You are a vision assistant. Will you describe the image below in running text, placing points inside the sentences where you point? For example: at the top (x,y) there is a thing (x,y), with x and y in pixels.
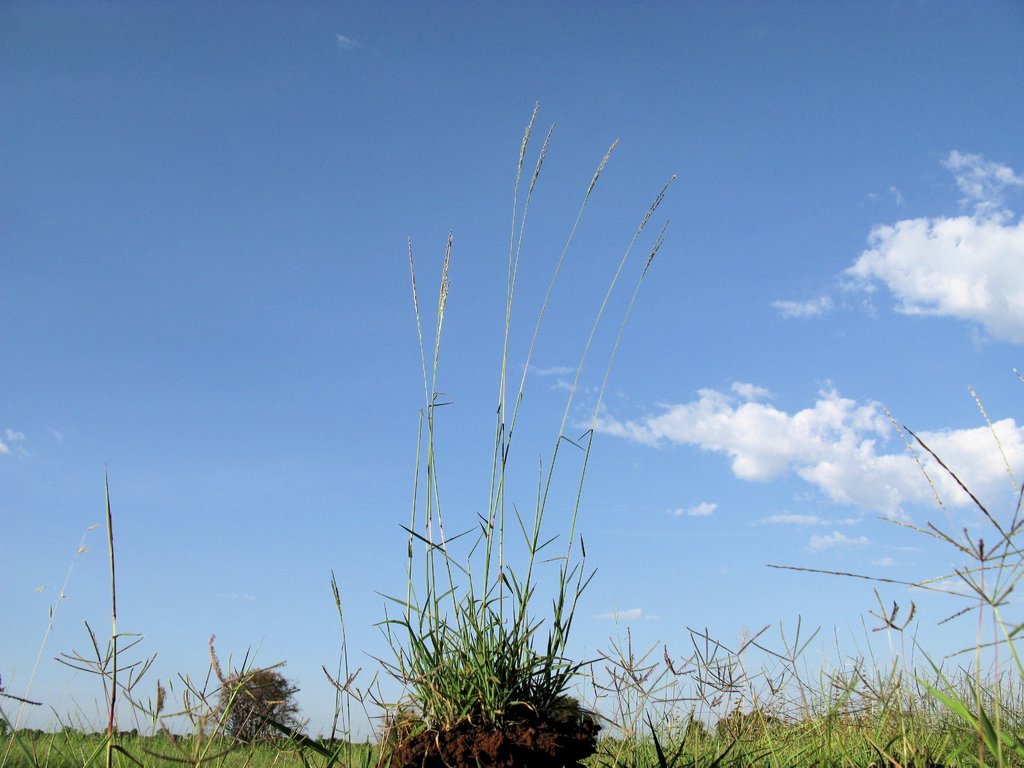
As we can see in the image there is grass (248,765), plant (248,696), sky (289,399) and clouds (776,437).
